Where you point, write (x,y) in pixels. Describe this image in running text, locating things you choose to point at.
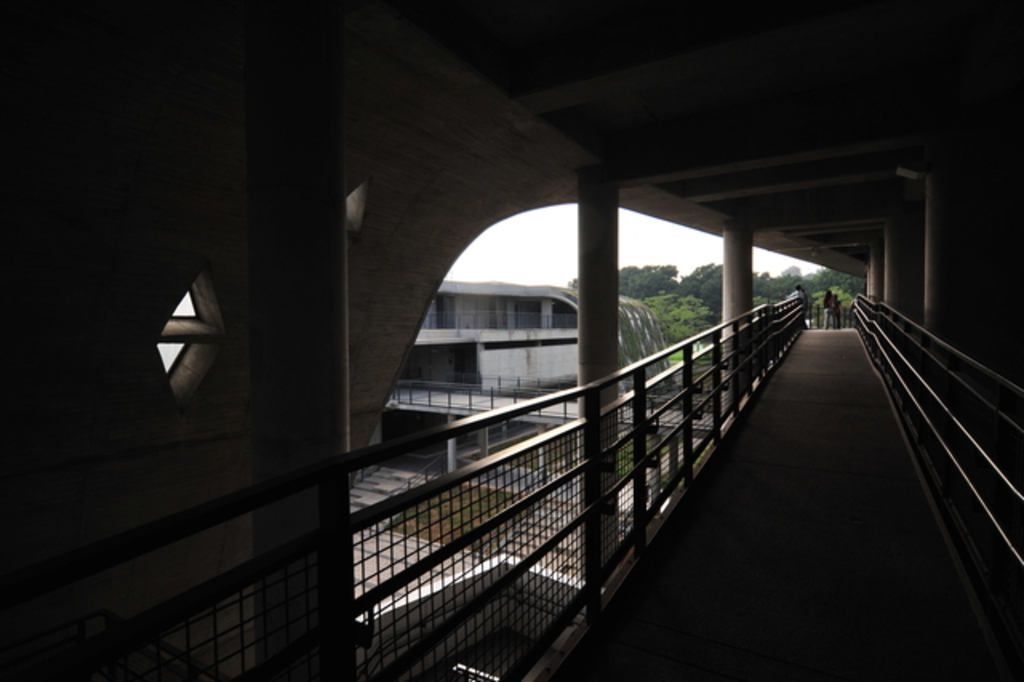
We can see fence (685,422), pillars (267,444) and wall (390,224). In the background (453,313) there are people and we can see building (485,430), trees (695,293) and sky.
